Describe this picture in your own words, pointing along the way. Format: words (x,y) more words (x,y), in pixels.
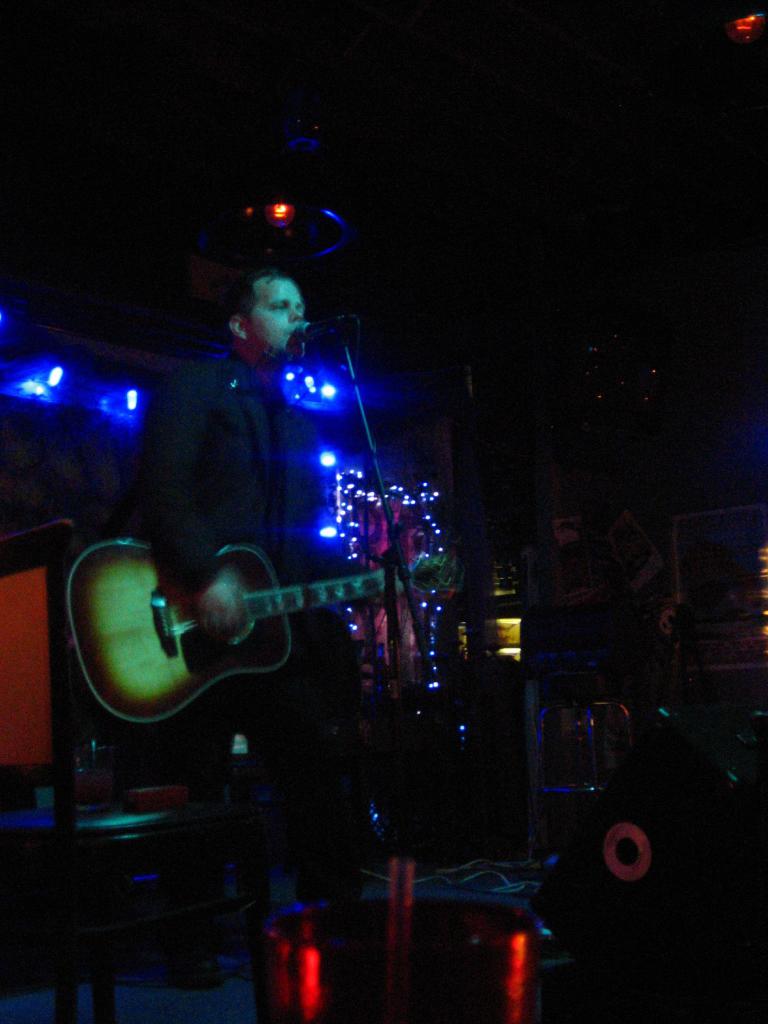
In this we can see a man (267,341) playing a guitar (388,580) and singing with a microphone (298,327) in front of him and behind him we can see colorful lights (363,562).
